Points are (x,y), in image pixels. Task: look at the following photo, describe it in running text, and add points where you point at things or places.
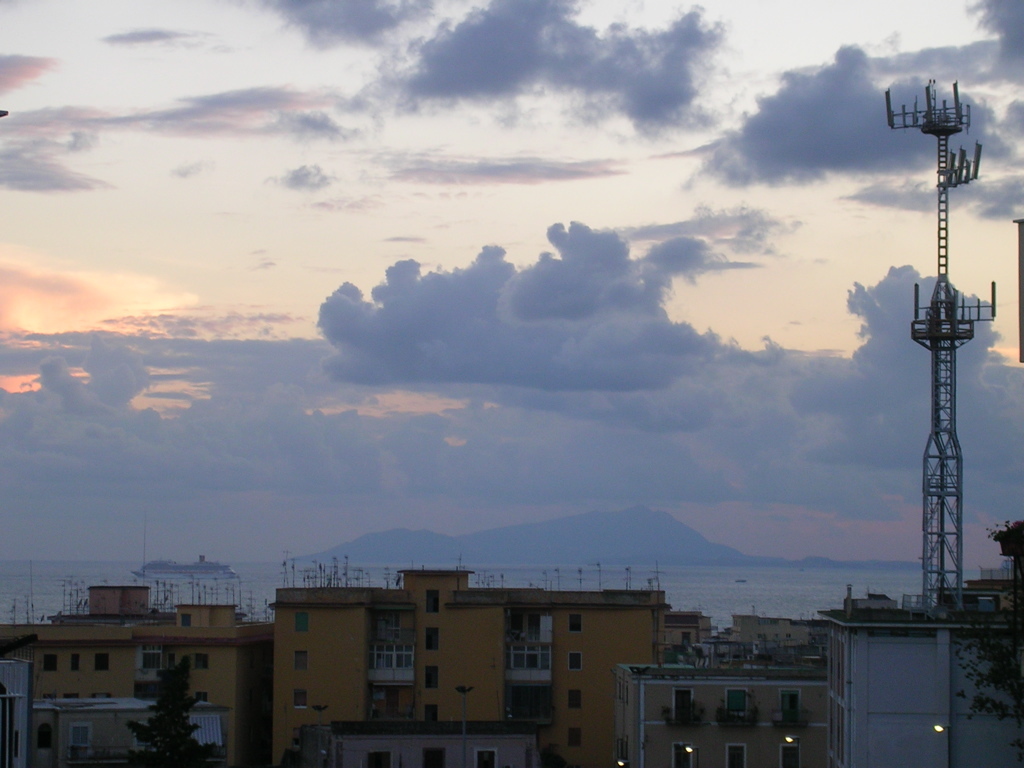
In this picture I can see number of buildings (480,673) in front (588,723) and on the right side of this picture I can see a tower (967,169). In the background (745,228) I can see the sky (507,241), which is a bit cloudy.
